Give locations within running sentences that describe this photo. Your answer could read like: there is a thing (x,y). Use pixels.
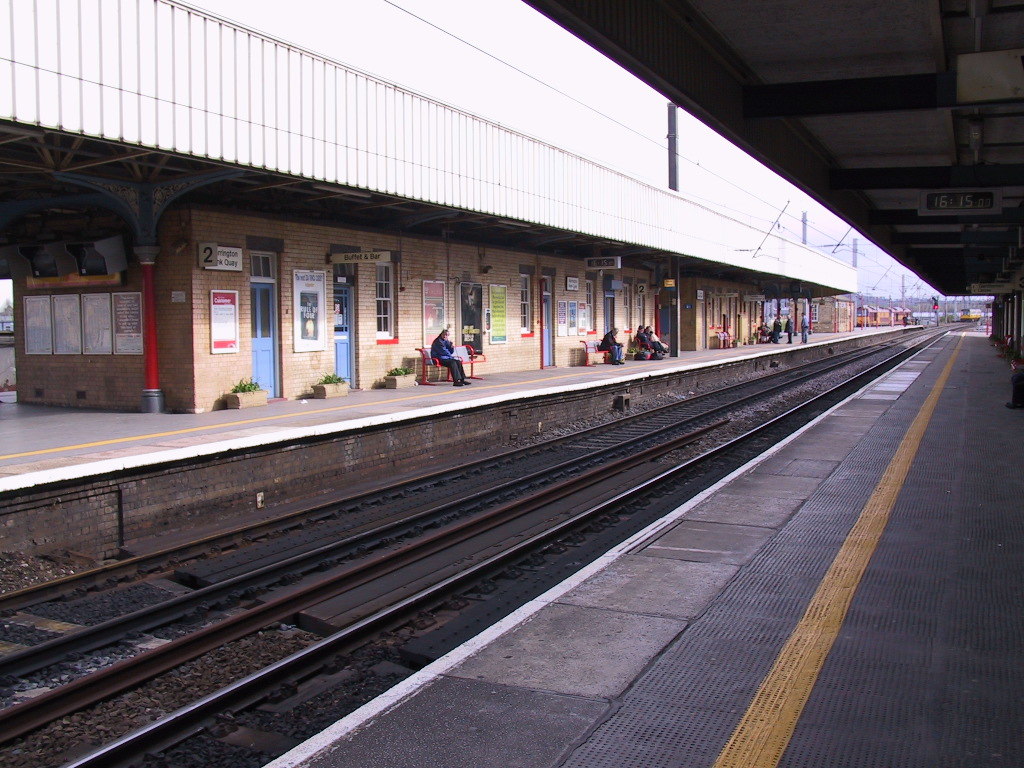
This is a railway station (455,205). Here I can see the railway tracks (429,516) on the ground (412,586). On both sides I can see the platform (505,426). There are few people (617,341) sitting on the benches (586,351) on the platform (540,376) and also I can see some plants (253,385). In the background (909,315), I can see a train (862,318).
